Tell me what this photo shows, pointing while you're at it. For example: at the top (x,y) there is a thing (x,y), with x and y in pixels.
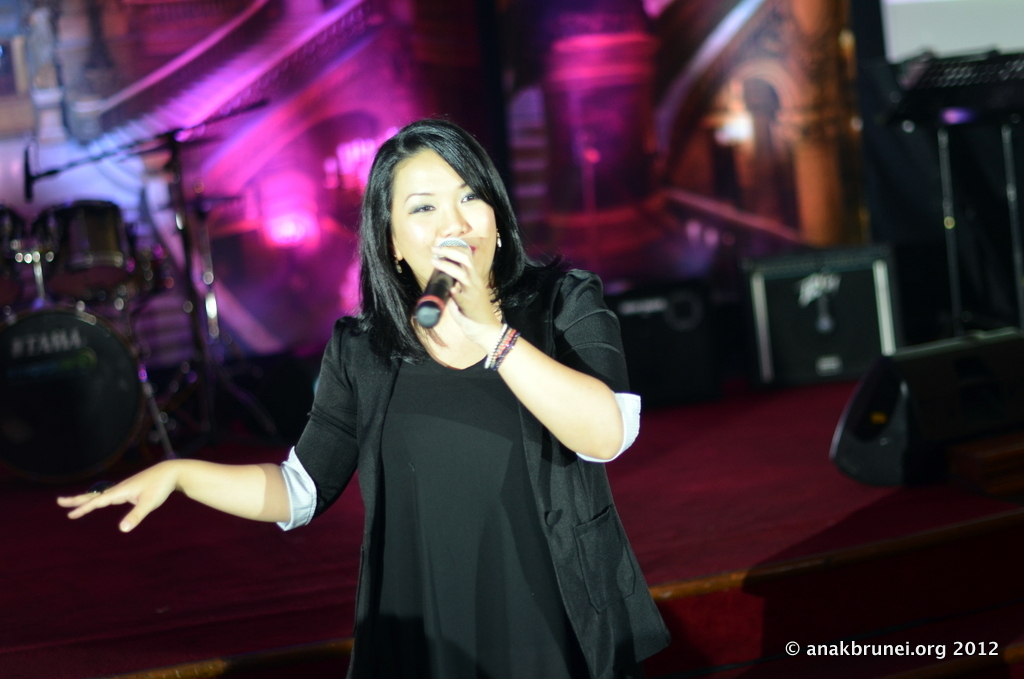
In this image I can see a woman (462,300) holding mic (443,316) and wearing black dress (501,492). Back I can see few musical instruments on the stage (792,467). I can see a colorful background (265,153).
